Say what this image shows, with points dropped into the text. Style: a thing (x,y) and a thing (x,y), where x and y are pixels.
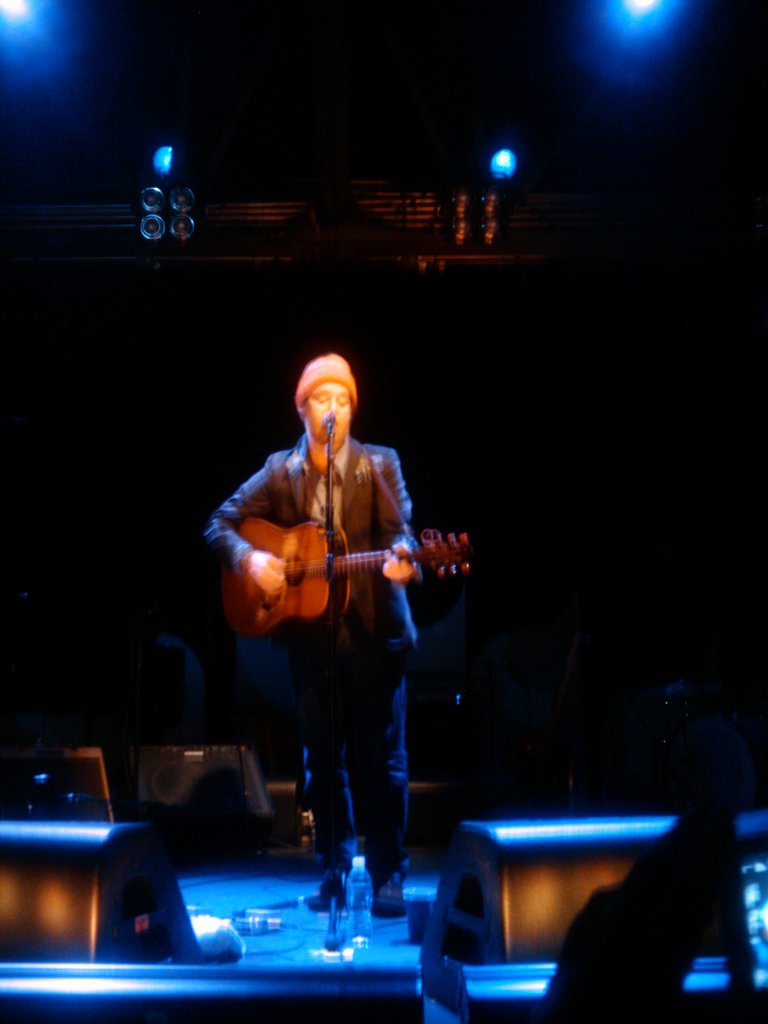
In this image i can see a man (377,516) wearing blazer (381,504) and jeans (376,718) standing and holding a guitar (346,588), i can see a microphone (332,589) in front of him. In the background (244,357) i can see few lights (190,217) and dark ceiling (317,96).
